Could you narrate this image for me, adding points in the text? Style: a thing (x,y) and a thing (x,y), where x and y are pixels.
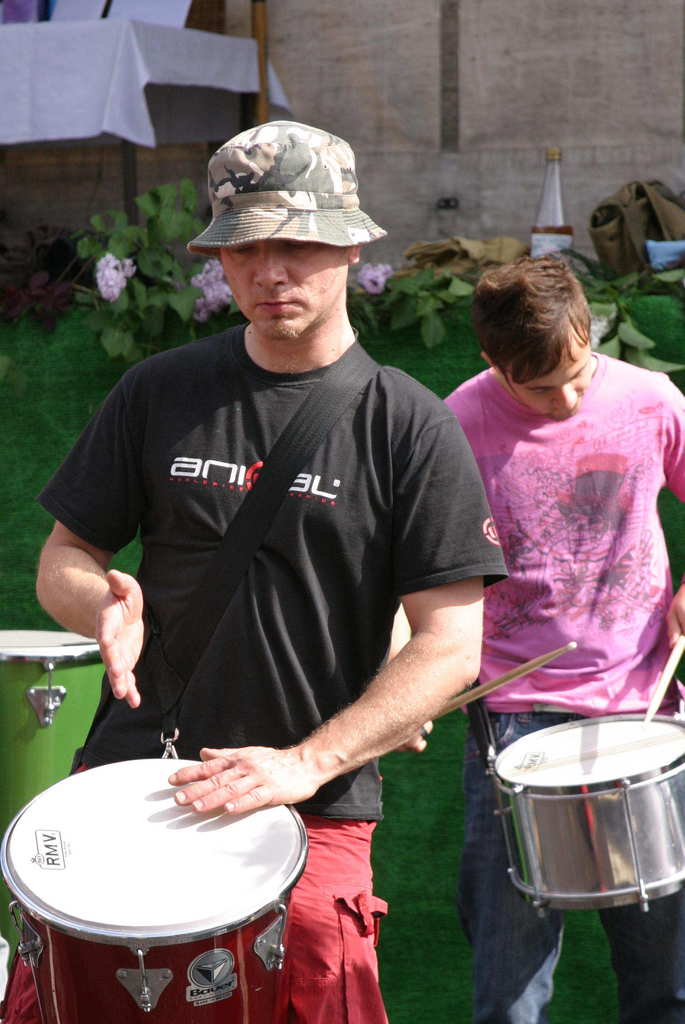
There are 2 men (407,625) playing drums (74,867), behind them there is a bottle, table (67,90) and a house plant (129,296).
